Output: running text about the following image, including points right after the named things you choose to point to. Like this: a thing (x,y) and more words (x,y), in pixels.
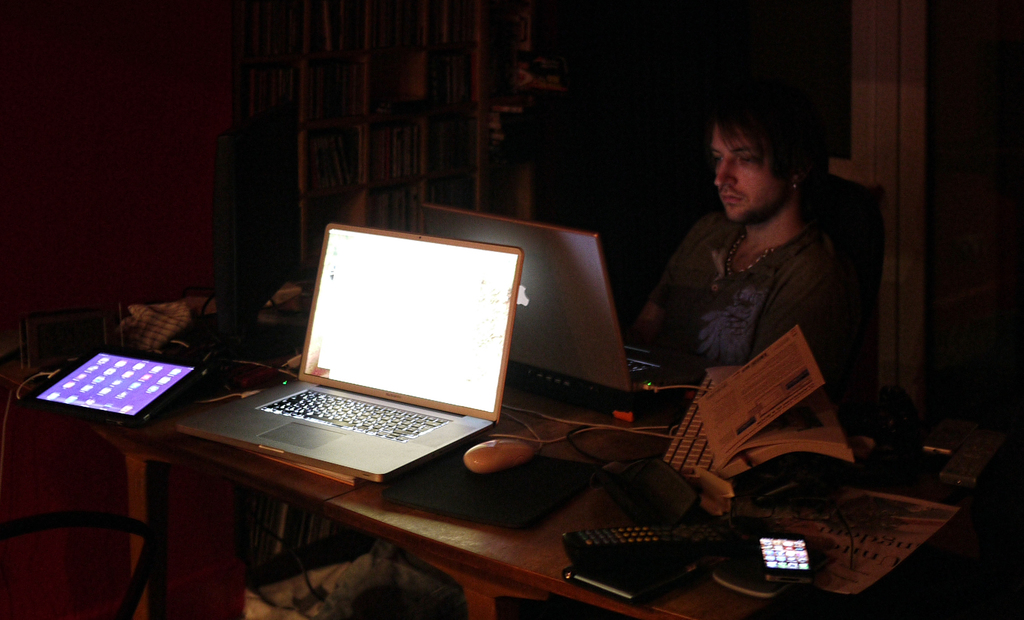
In a room (81,56) there is a laptop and the person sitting behind it operating with it and there is a table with a other laptop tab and some books (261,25) with the cellphone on the table (431,560).
